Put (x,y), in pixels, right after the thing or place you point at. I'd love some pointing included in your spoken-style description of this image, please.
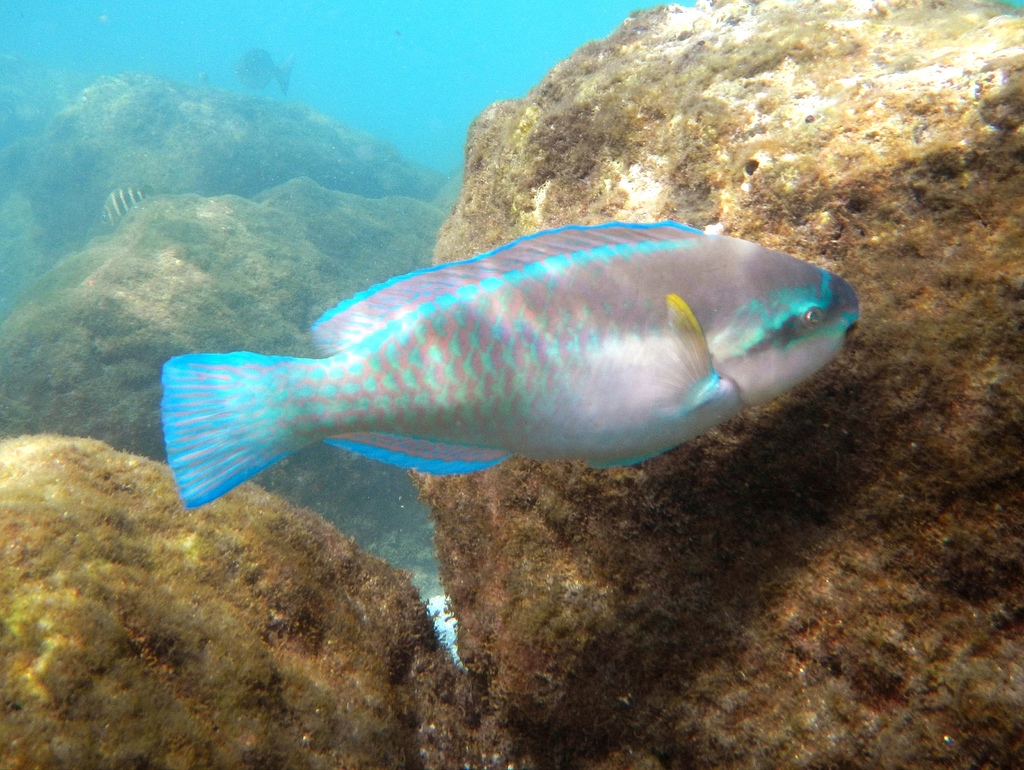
This image is clicked in the water (369,119). There are fishes (121,196) swimming in the water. In the background (748,140) there are stones (375,163). There are aquatic plants (247,606) on the stones (276,199).
